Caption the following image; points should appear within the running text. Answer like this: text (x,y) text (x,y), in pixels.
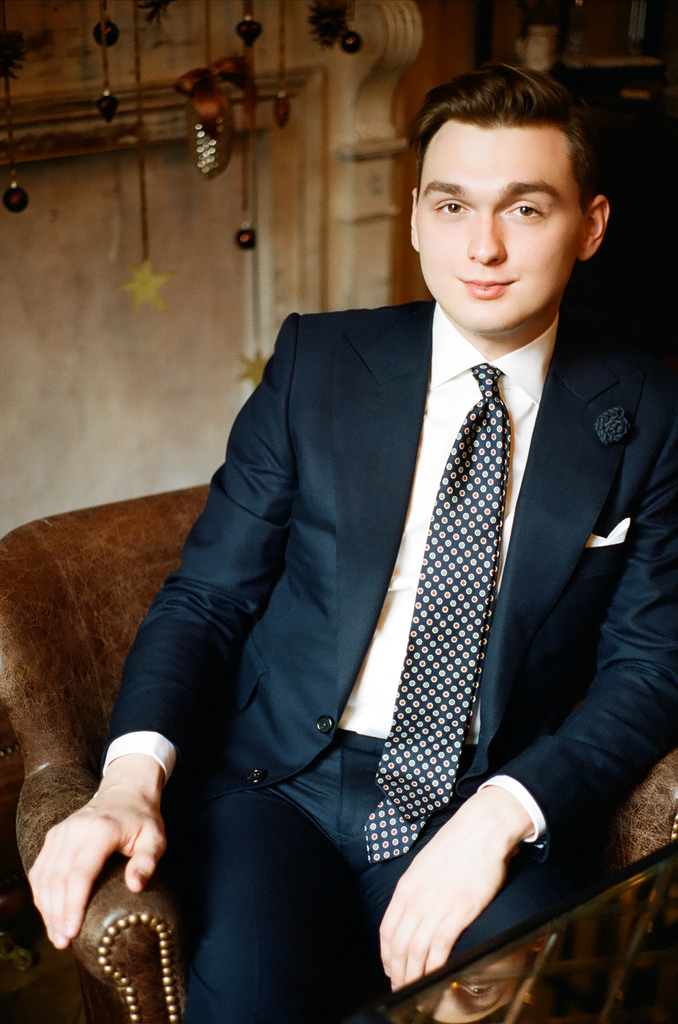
In the image there is a man (490,466) sitting on the sofa chair (150,601). In front of him there is glass table (508,958). Behind him there is a wall (176,241) with design (72,121) and also there are few things (8,97) hanging.
